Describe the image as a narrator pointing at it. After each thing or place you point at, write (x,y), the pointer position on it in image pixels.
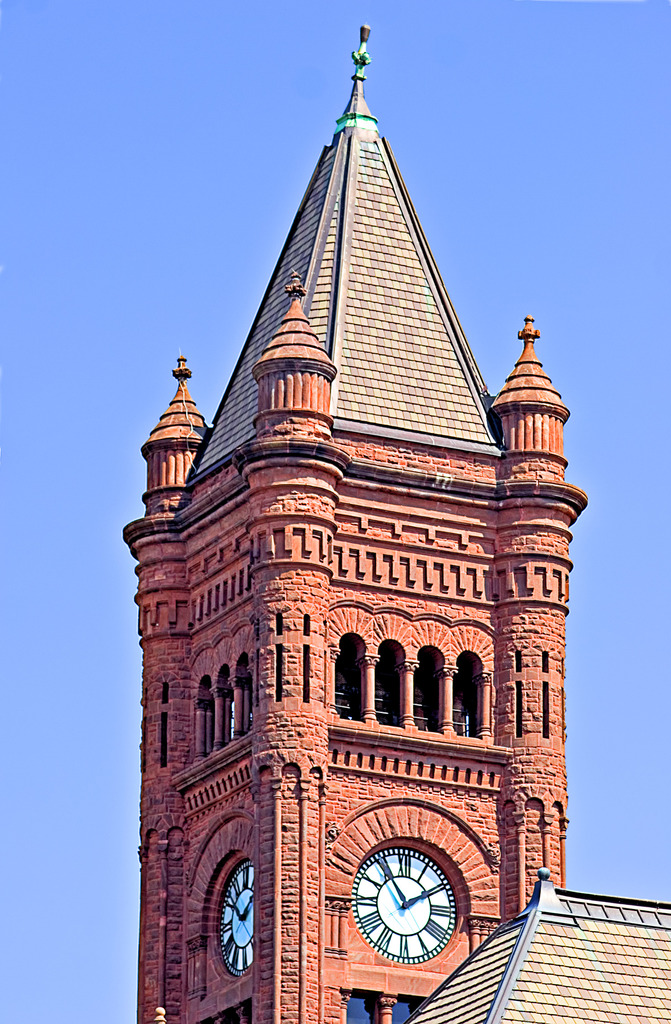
As we can see in the image there is a building (311,687), clock (390,877) and sky (78,320).
